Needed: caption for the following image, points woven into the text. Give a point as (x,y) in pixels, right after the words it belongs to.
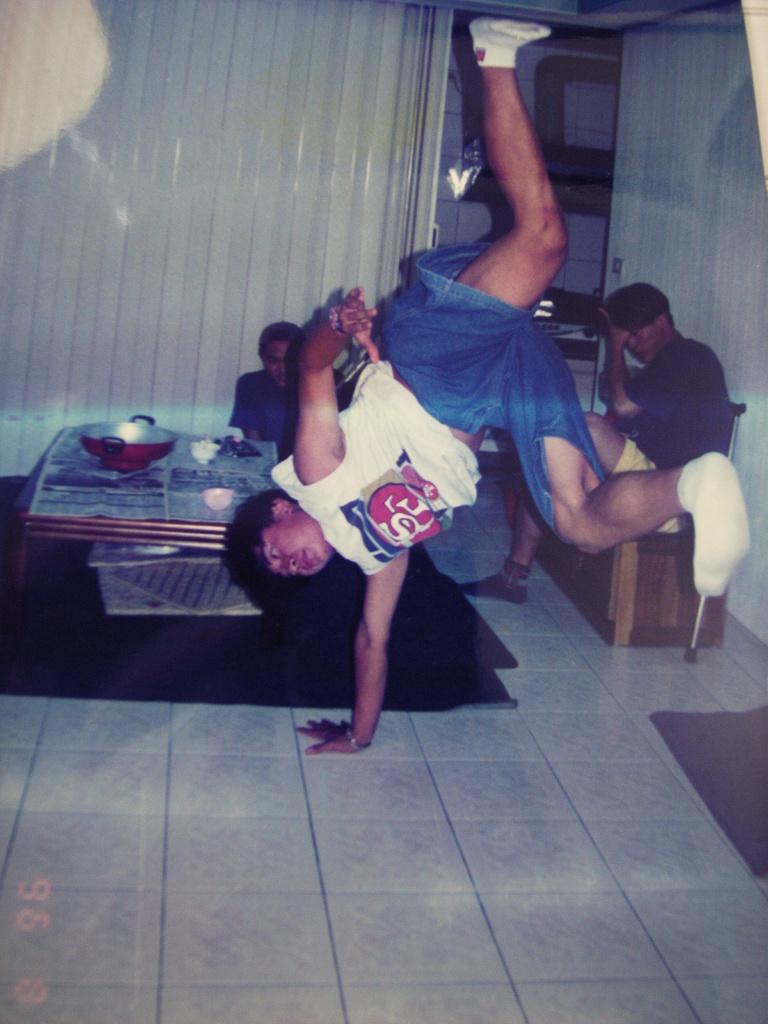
In this image we can see the people (281,474). We can also see the bench (716,607), a table (135,470) and on the table (196,495) we can see the paper (164,475), bowls (219,499) and also a vessel (152,442). We can also see the papers (158,574) on the mat (291,677) which is on the floor (458,866). In the background (251,171) we can see the wall (726,178). On the left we can see the numbers (37,914).
